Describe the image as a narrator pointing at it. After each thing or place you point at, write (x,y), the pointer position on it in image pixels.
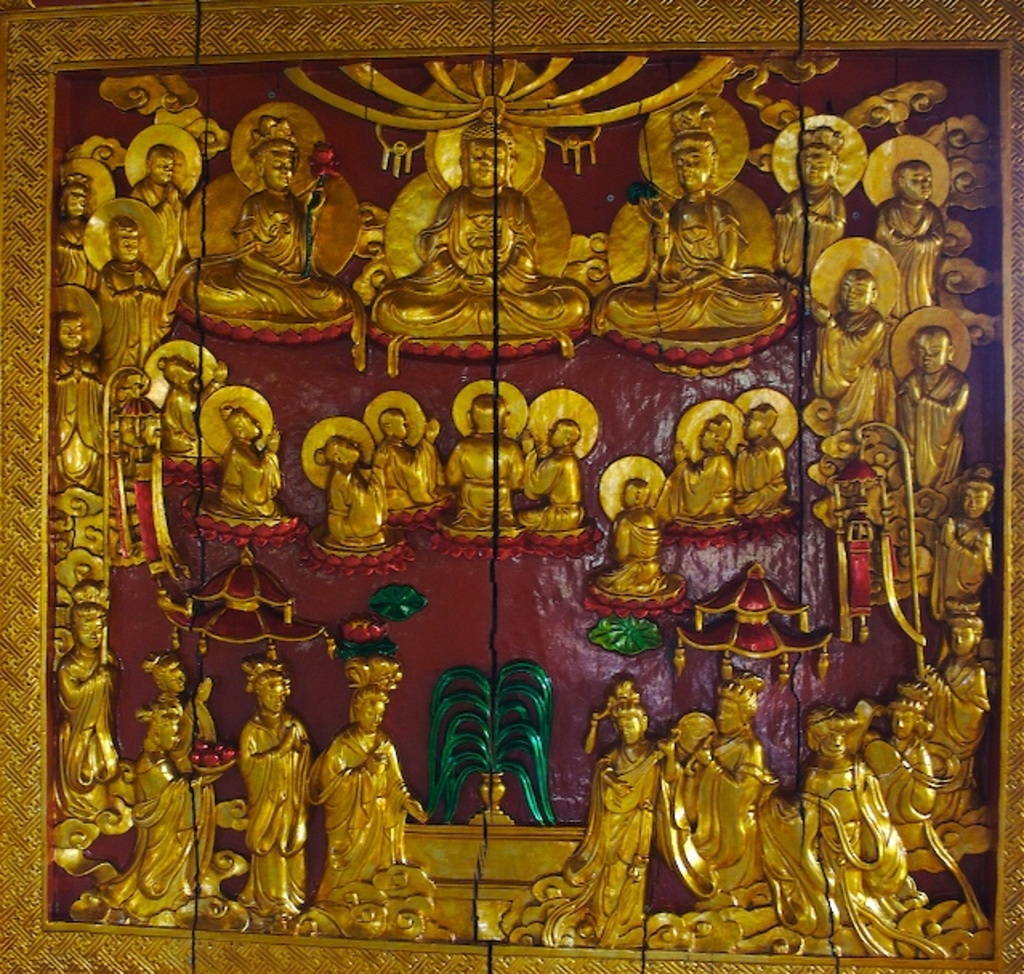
In this image there are sculptures (626,831) on the wall (546,496), the background of the image (696,657) is red in color.
